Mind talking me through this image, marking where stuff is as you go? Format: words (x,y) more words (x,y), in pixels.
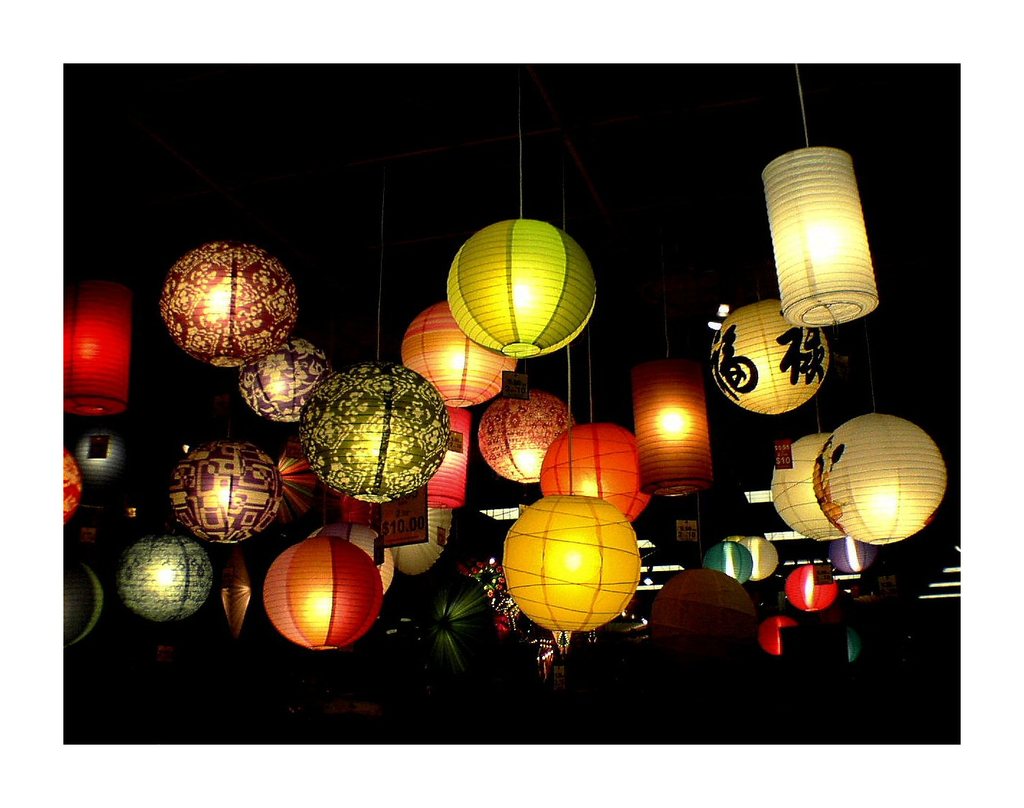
In this image we can see there are lights (573,252) attached to the ceiling (583,130).
